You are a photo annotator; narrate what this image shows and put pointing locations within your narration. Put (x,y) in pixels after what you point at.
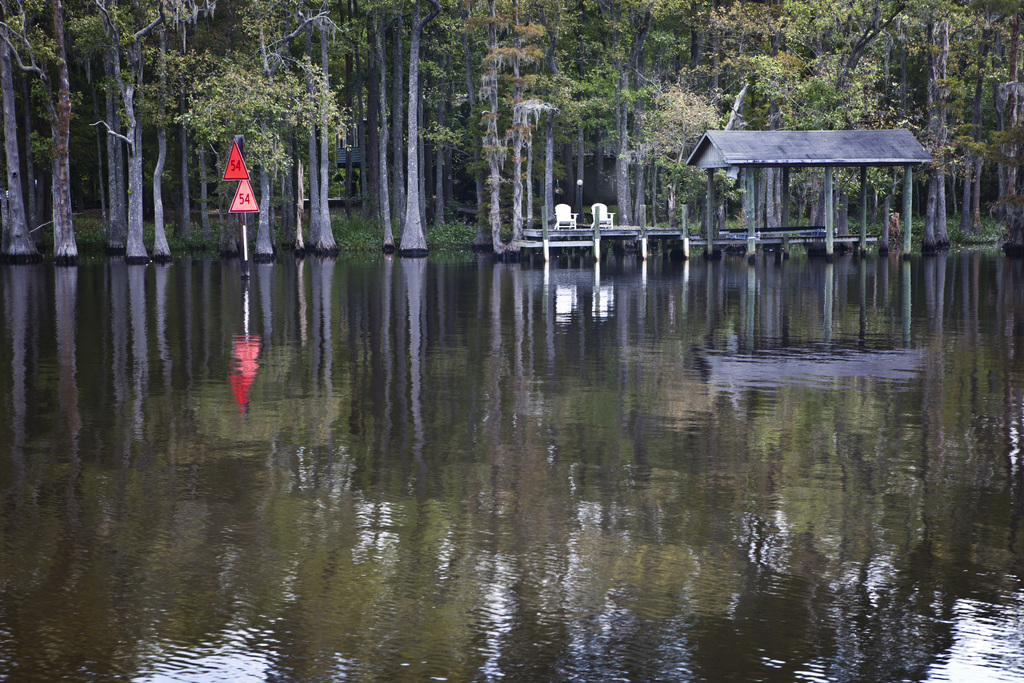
In this image I can see the water (454,371). To the right (800,236) there is a shed (830,203) on the water (828,324). I can also see two chairs (563,209) in the back (566,221). There are many trees (331,161) and two red color boards (248,204) to the pole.
